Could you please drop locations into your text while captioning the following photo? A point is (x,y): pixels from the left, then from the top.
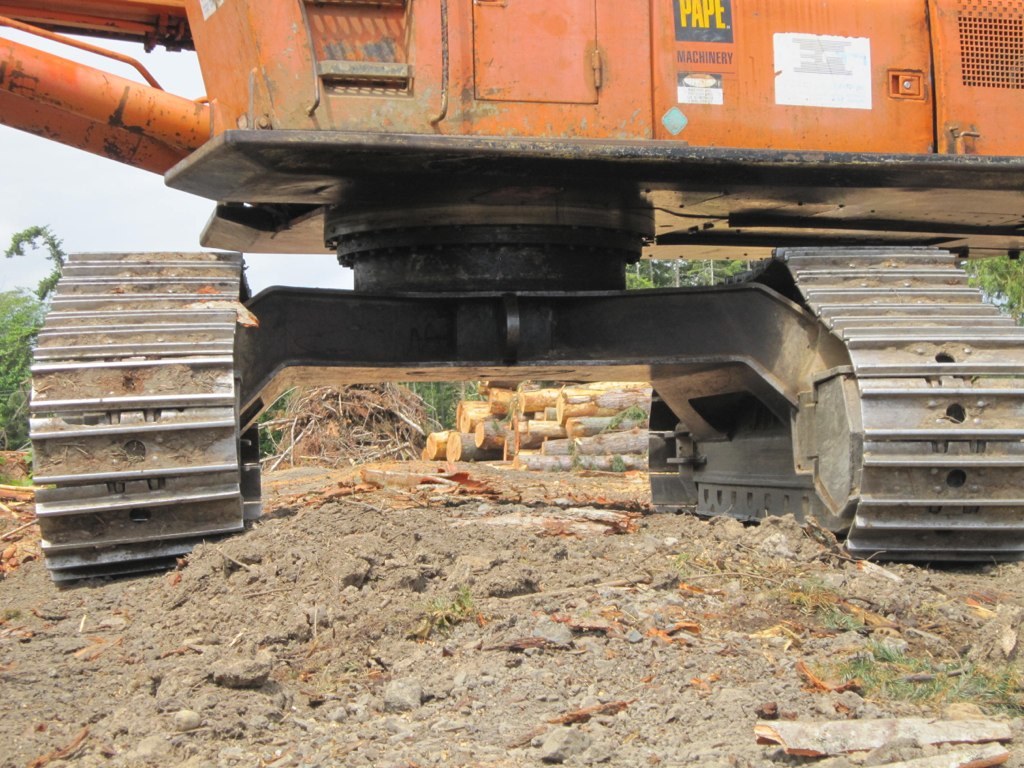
In this image I can see in the middle (587,330) it looks like a JCB (655,370), at the back side (573,425) there are logs (577,410) and trees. On the left side (147,220) it is the sky (112,193).
